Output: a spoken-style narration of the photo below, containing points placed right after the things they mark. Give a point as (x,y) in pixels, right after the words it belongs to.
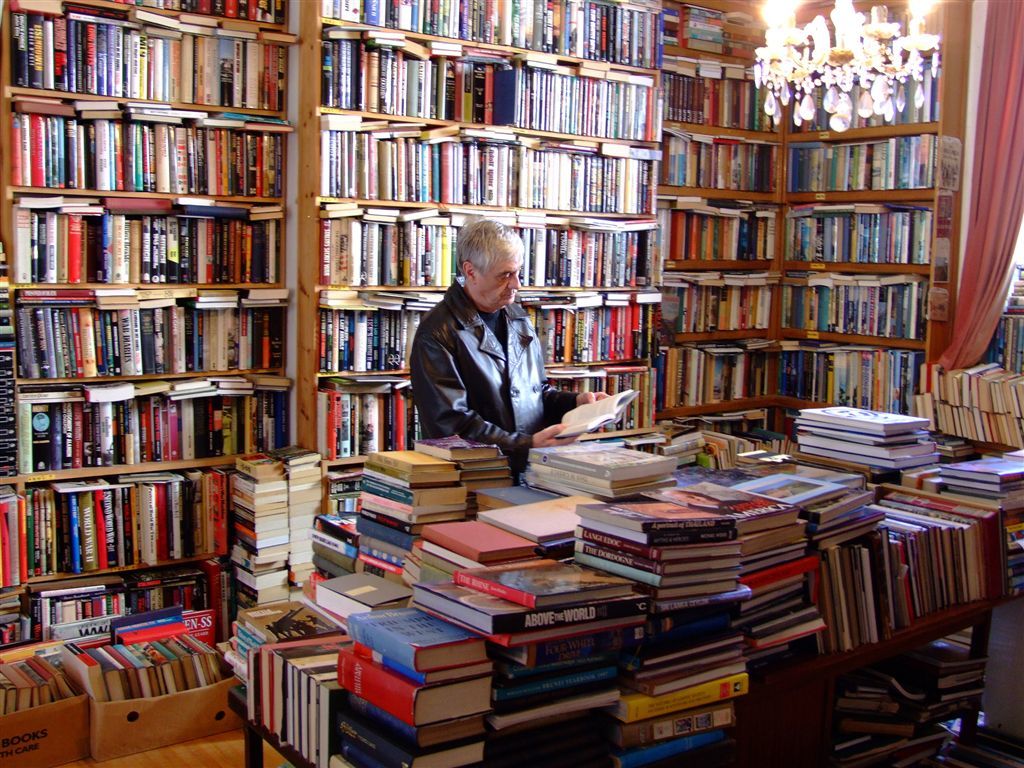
In this image there is one person (467,376) standing in middle of this image (523,422) is holding a book (579,420) and there are some books (443,707) at bottom of this image (501,674) is kept on a table (261,734) and there are some books (119,336) kept in to the racks (597,291) as we can see at top of this image (185,233) and there is a lamp (812,102) at top right corner of this image (827,80).
